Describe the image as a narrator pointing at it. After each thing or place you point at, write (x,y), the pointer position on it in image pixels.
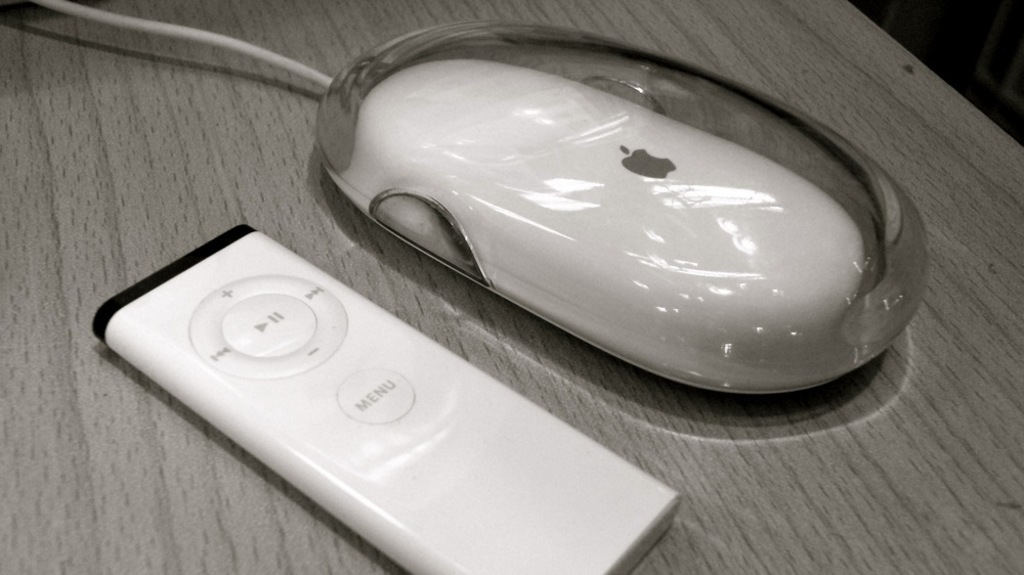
In this image I can see a mouse (623,126) and a remote (229,243) on the table (722,479) and the table (822,490) is in gray color.
